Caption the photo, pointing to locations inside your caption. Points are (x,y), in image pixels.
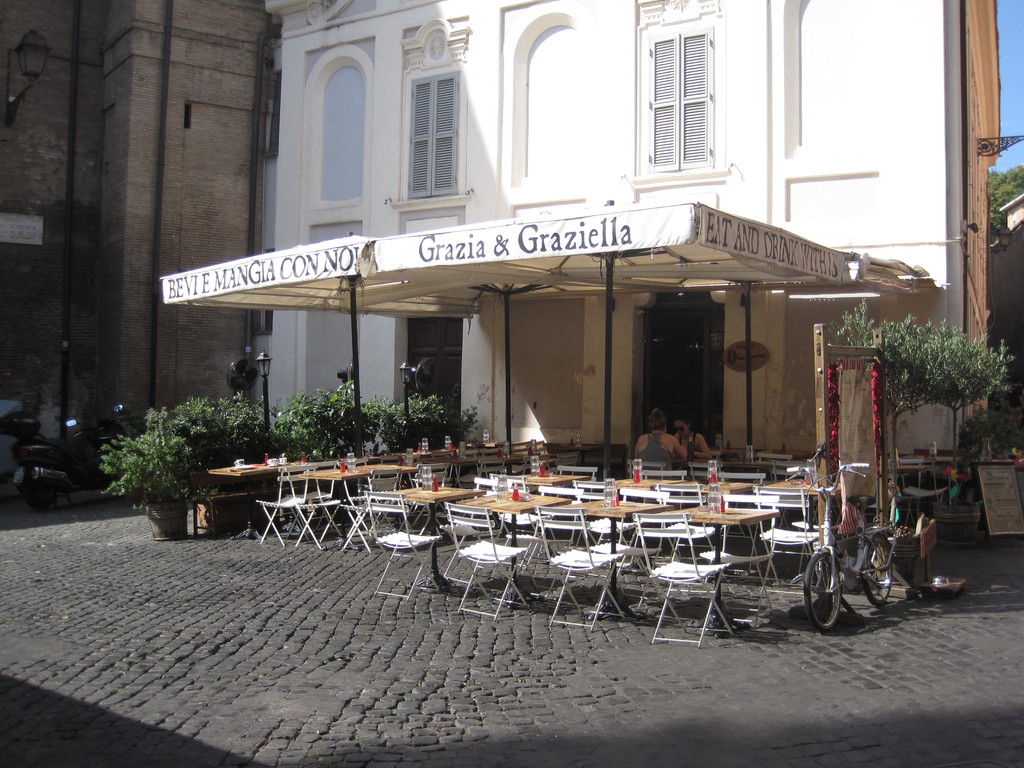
In this picture there are two buildings (175,162). The building (453,119) to the right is painted in white. There is a restaurant (557,221). In the restaurant (493,425) there are many tables (490,499) and chairs (480,475) and two people (670,437) are sitting on chairs (633,463). Beside the tables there are plants (383,425) and street light poles (263,382). On the building (129,242) to the left (177,247) there is lamp (40,73) and in front of it there is a scooter (76,455) parked. In the background (1020,55) there is sky (1012,67), tree (1005,179) and a board (1003,492).
